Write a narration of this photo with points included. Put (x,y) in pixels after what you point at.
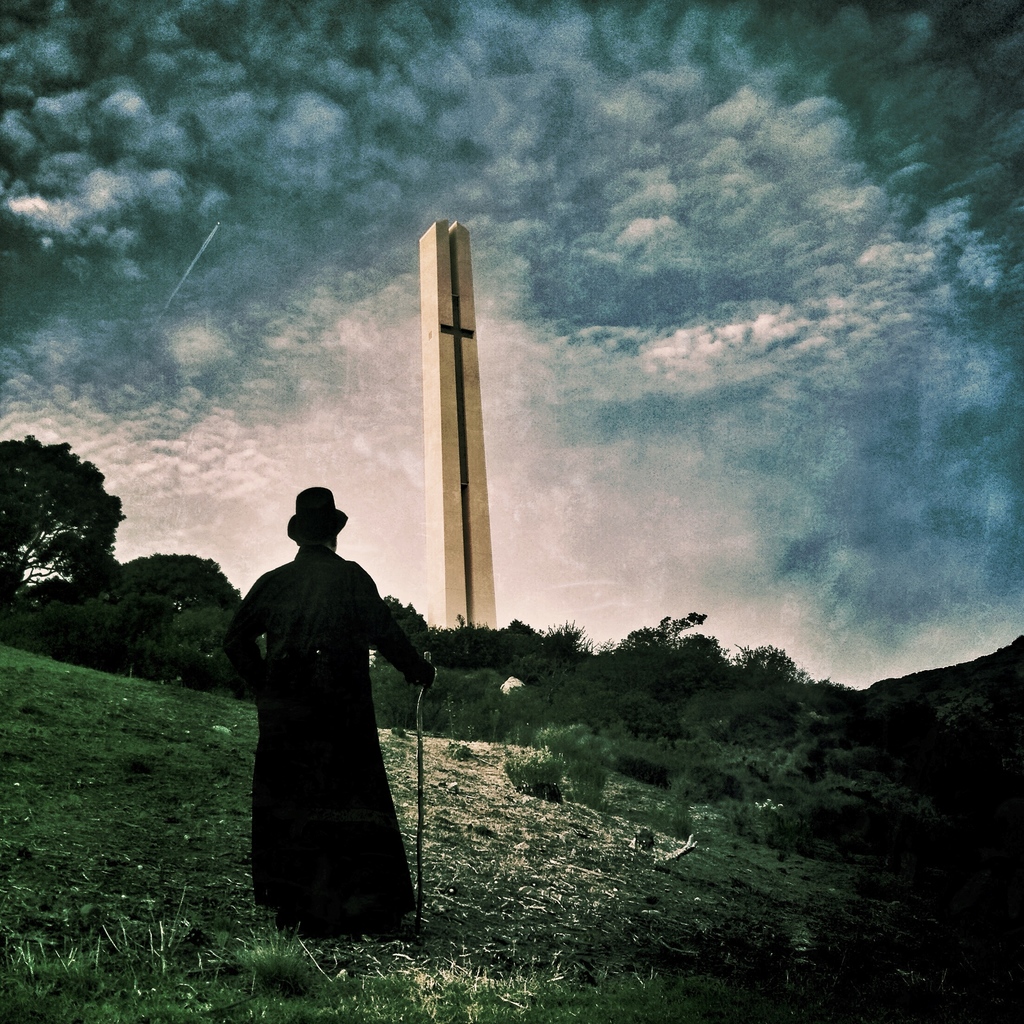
In this image there is a person (323,748) standing on the grassland (483,905) having plants (537,729). He is wearing a cap (325,504). He is holding a stick (421,696). Background (1014,679) there are trees (490,648). Behind there is a pillar (426,403). Top of the image (631,111) there is sky (323,233).
